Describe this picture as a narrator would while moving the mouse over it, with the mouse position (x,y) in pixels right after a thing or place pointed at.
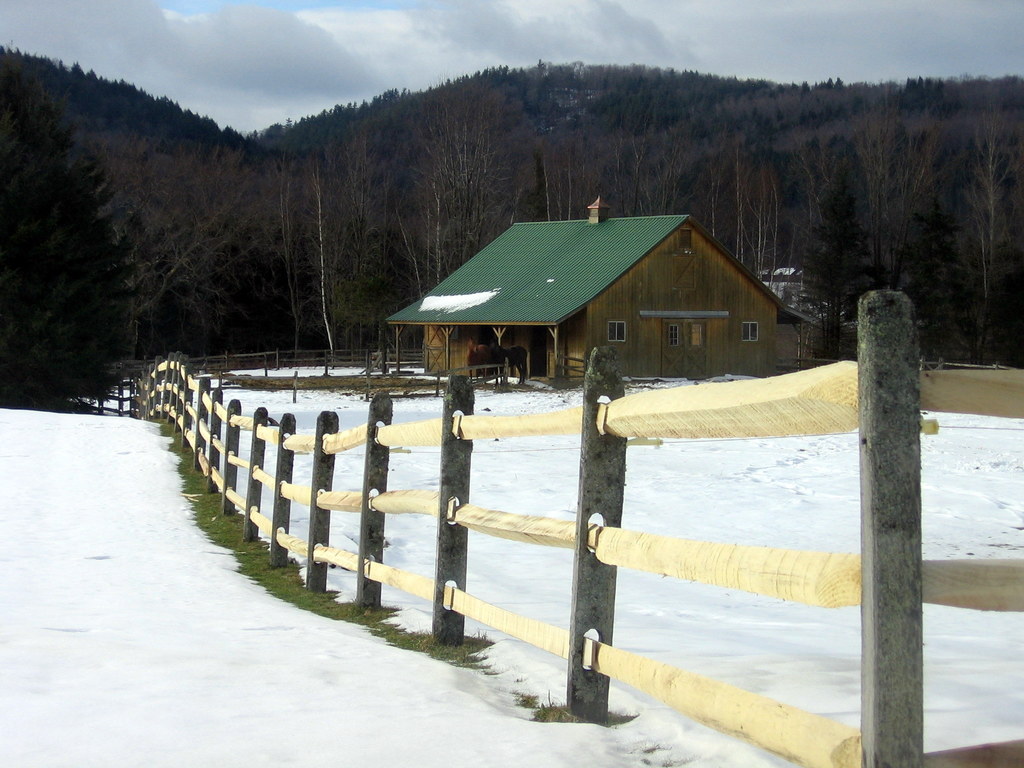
In the image there is a land (291,512) covered with snow (763,493) and on the right side (709,327) there is a house (528,291) and around the house (666,305) there is a fencing (387,455). In the background (138,282) there are plenty of trees (772,184).
